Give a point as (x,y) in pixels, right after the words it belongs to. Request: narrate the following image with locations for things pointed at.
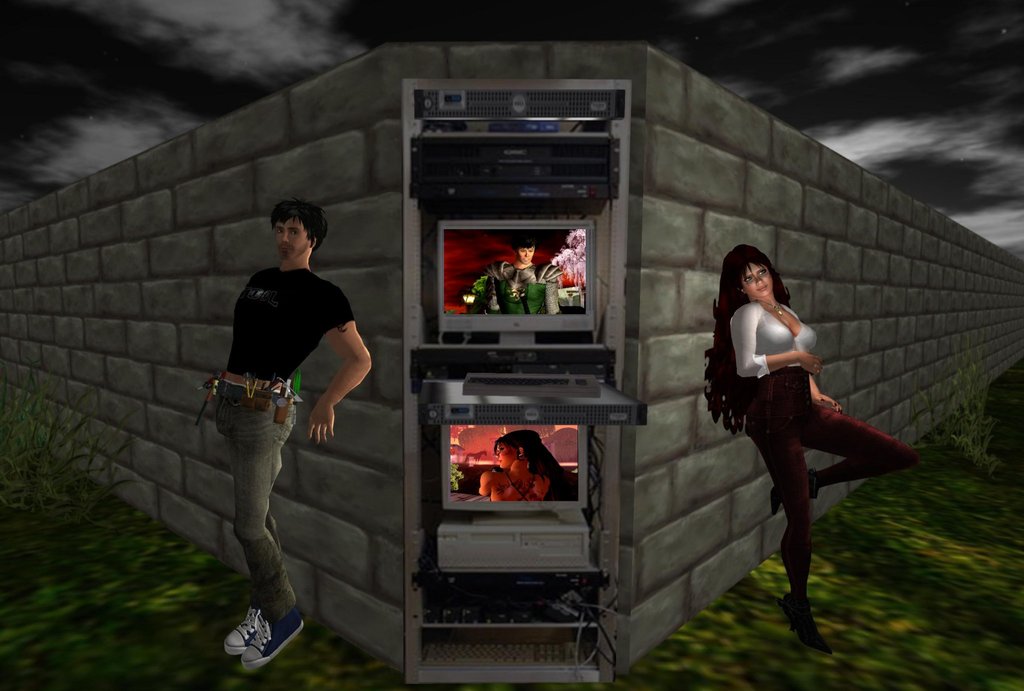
This is a graphic image, in the image there is the wall (189,393) in the middle (677,256) in front of the wall (50,373) there are two persons (237,408) visible, a cup board (406,226), in which there are two monitors (510,335) on which I can see graphic images (456,498), keyboards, wires (577,596) attached to it, at the top (15,83) there is the sky (229,46).
